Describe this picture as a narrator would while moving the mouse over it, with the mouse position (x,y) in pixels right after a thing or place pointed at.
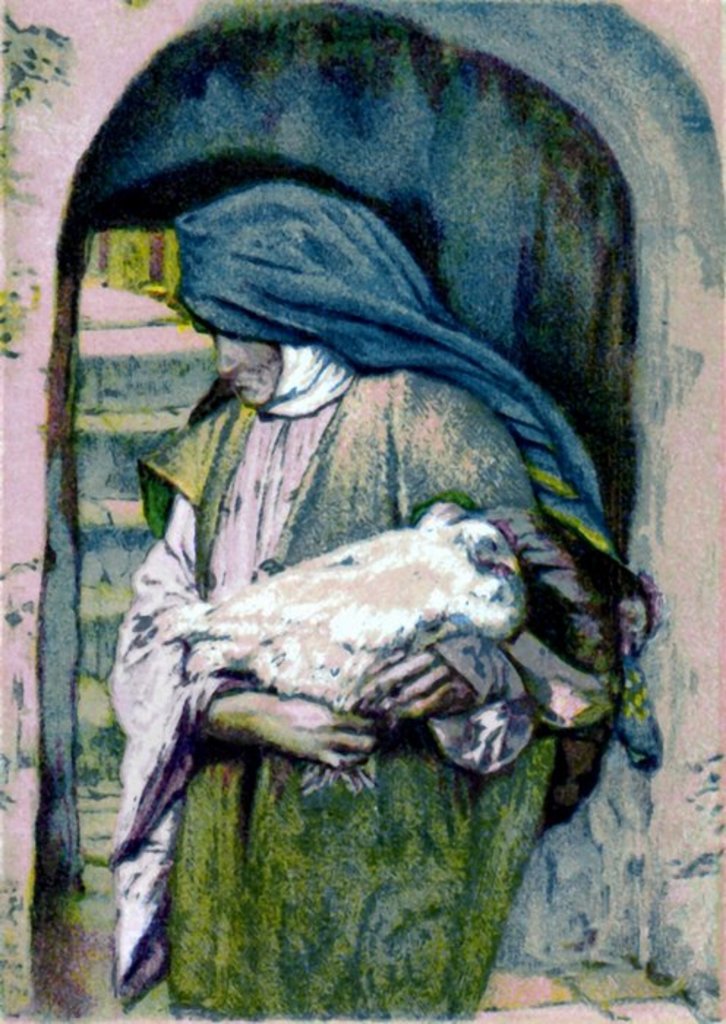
The image is looking like an animated image. In this picture we can see a woman (239,375) holding an object (298,612). In the middle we can see staircase (110,345). On the left (71,149) it is wall (57,184). On the right (674,475) there is wall (672,887).
